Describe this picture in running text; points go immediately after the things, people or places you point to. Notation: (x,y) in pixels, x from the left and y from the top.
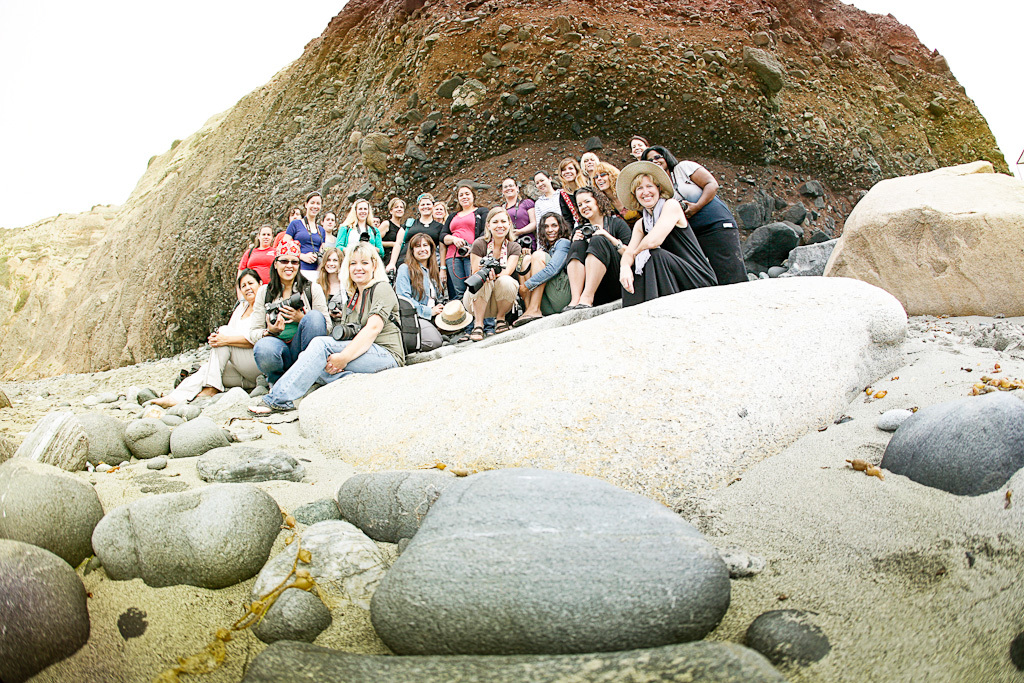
In this image we can see a few people (362,267) sitting and a few people (470,244) standing and smiling on the rocks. We can also see the people (455,261) holding the cameras (497,265). In the background (169,204) we can see the rocks (681,45). Sky (186,98) is also visible.
